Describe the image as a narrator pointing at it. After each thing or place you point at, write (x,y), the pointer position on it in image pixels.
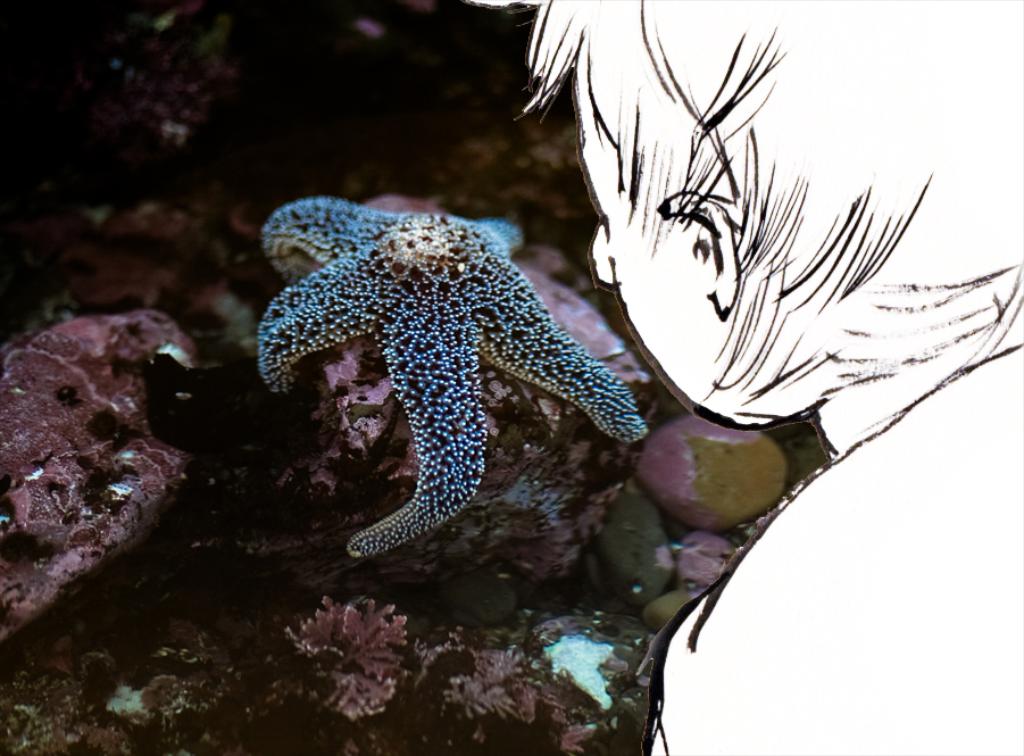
This is an edited image in which there is a starfish (447,344) and there are objects (324,534) which are visible and there is water (527,588).
